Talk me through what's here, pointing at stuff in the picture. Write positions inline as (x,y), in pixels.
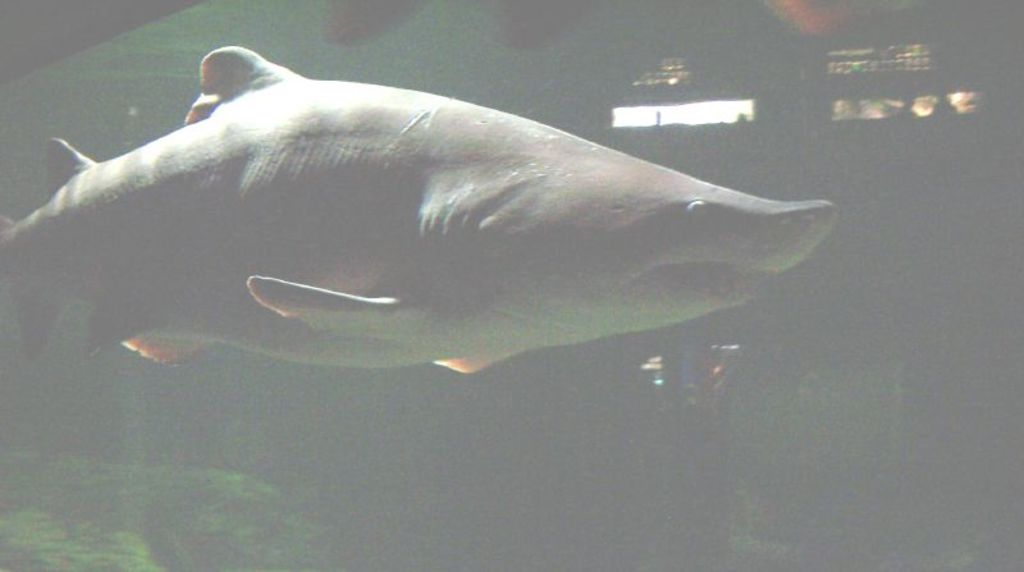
In this picture we can see fish (717,192). In the background of the image (680,168) it is dark.
